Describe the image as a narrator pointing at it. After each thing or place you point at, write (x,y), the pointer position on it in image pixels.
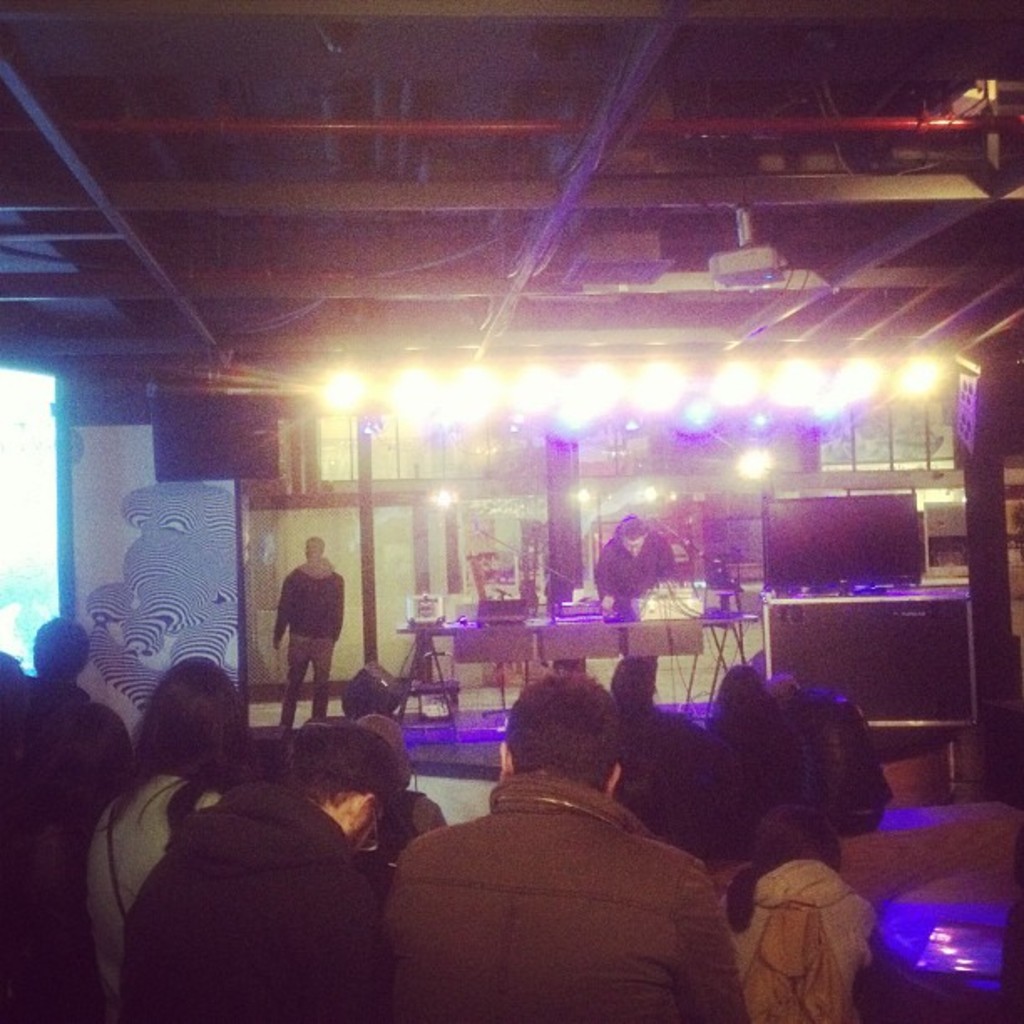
In this image we can see a few people (355,830), we can see a table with some objects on it, there are some lights (583,373) and on the right side (865,575) we can see a television (877,562).
